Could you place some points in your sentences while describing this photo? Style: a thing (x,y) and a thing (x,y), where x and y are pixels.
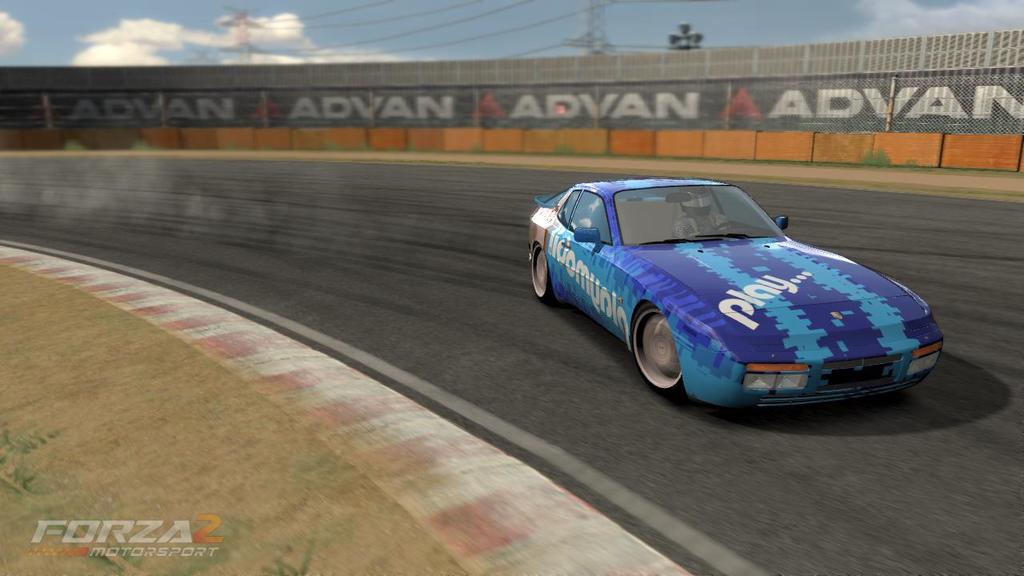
In this image we can see there is a car (666,253) moving on the road (480,278), in the background (681,145) there is a wall (325,83) with some text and at the bottom of the image (120,536) there is some text (91,532).
